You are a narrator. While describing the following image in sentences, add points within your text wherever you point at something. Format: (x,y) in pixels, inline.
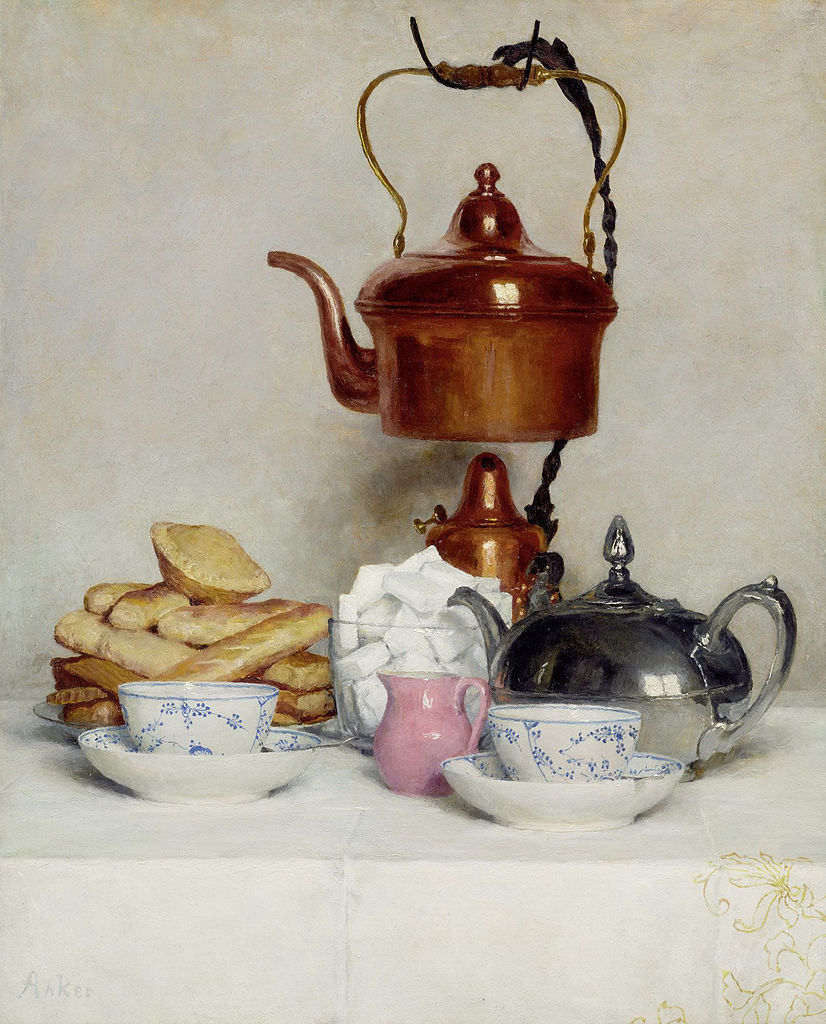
This is the picture of a table (227,878) on which there are two cups (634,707), mugs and some other things (441,382).
